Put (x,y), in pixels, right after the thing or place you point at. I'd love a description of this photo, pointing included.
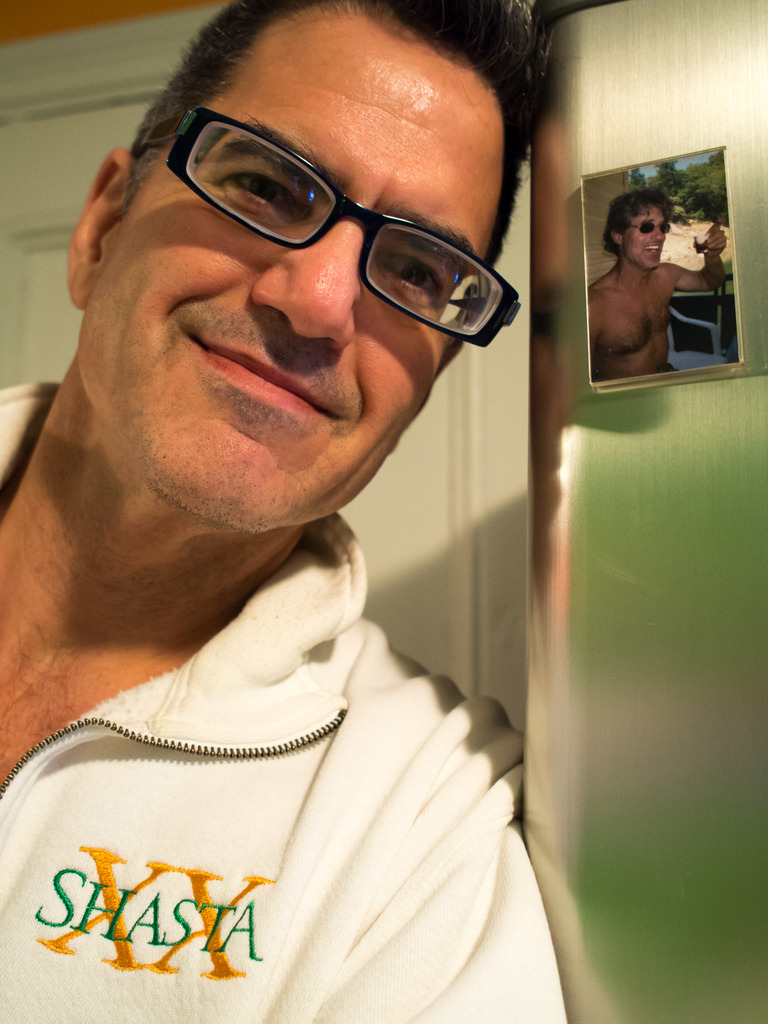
In this image I can see a man (167,485) is wearing white color clothes (287,791) and spectacles (260,224). In the background (626,325) I can see a refrigerator (586,584) which has a photo (619,294) attached to it. Here I can see a white color door (445,524). On the photo (644,277) I can see a man (647,297).
